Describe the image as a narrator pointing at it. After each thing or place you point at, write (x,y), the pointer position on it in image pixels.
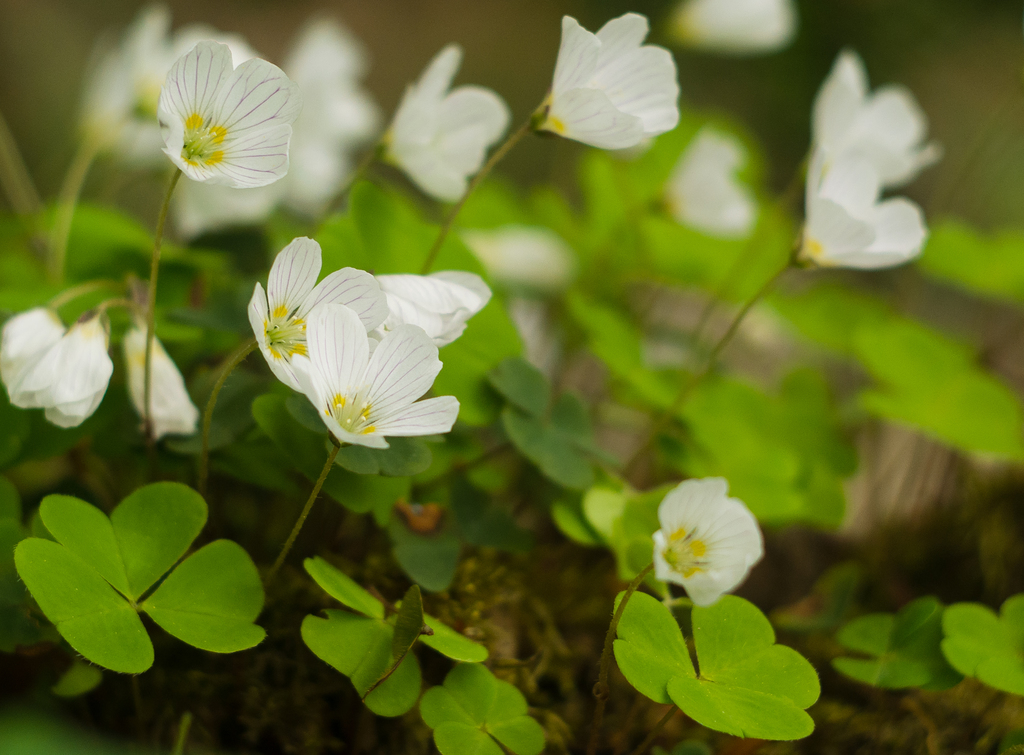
In this image I can see few flowers (260,324) and plants (539,409).
